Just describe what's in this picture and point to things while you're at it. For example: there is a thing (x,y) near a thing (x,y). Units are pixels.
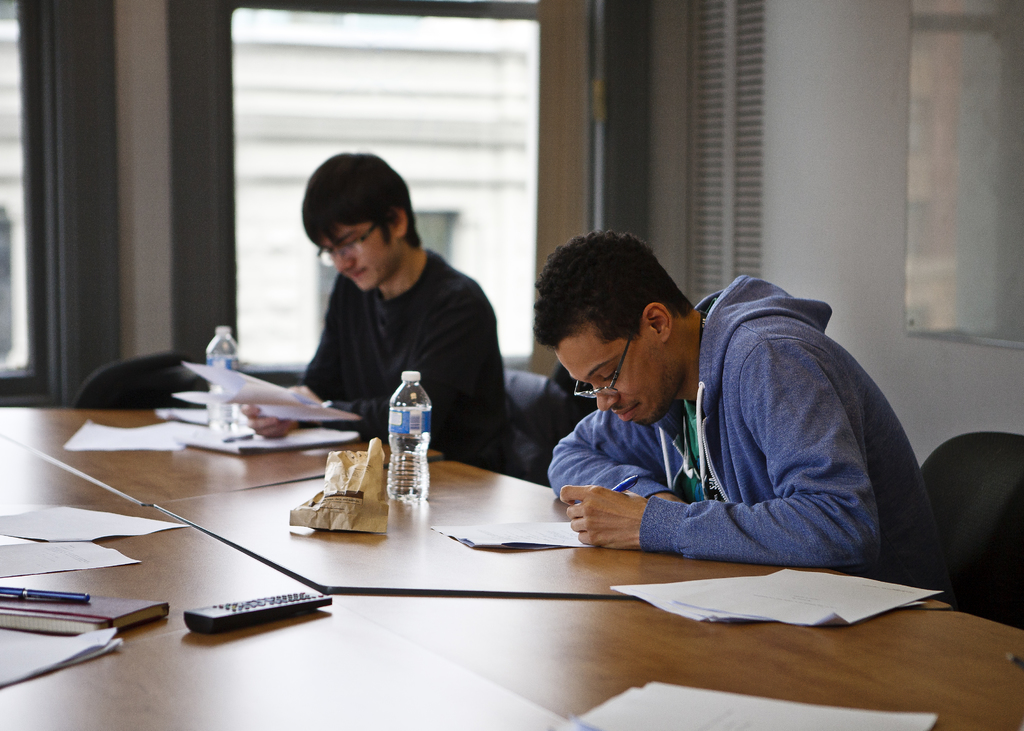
In the center of the image (502,484) there is a table (409,542). On the table (165,710) we can see papers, book (110,600), pen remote (253,609), bottles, packet (359,492). Beside the table (258,471) two persons (699,384) are sitting and holding paper (276,403), pen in their hand (591,521). In the background of the image (528,354) we can see wall (780,209), windows (96,224), mirror (988,246). In the middle of the image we can see some chairs (952,514).
